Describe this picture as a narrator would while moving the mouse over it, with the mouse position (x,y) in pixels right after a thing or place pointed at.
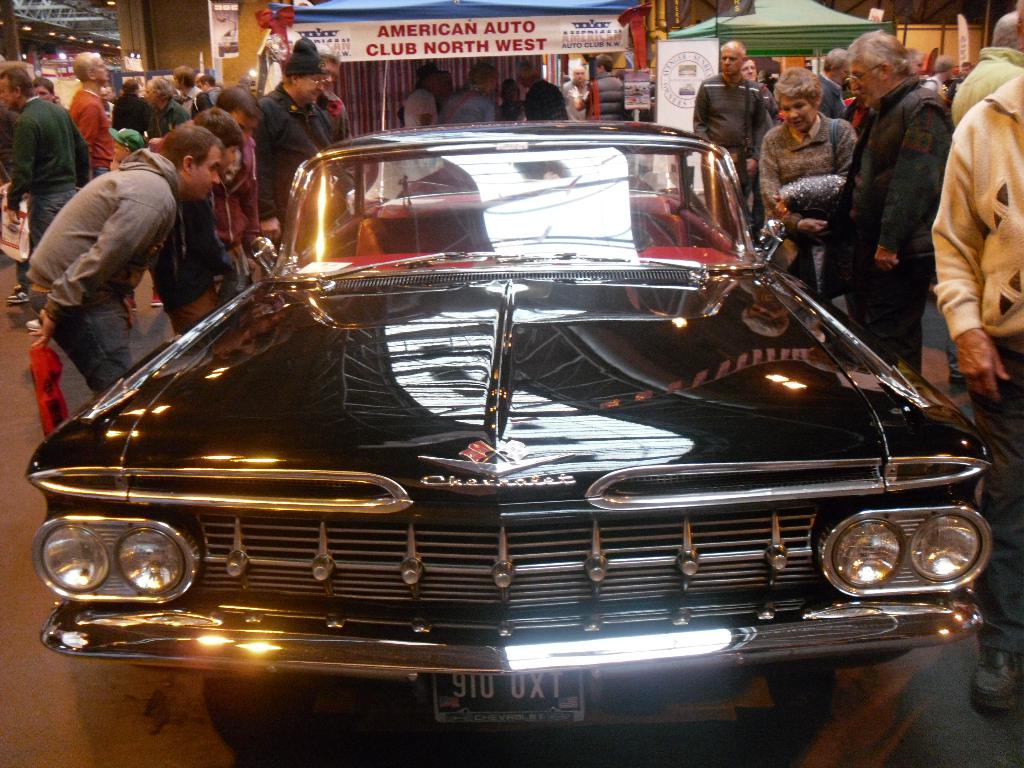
In the picture I can see a black color car (445,415) and people (136,164) standing on the ground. In the background (491,48) I can see a banners (464,48) which has something written on them and some other objects (330,16).
